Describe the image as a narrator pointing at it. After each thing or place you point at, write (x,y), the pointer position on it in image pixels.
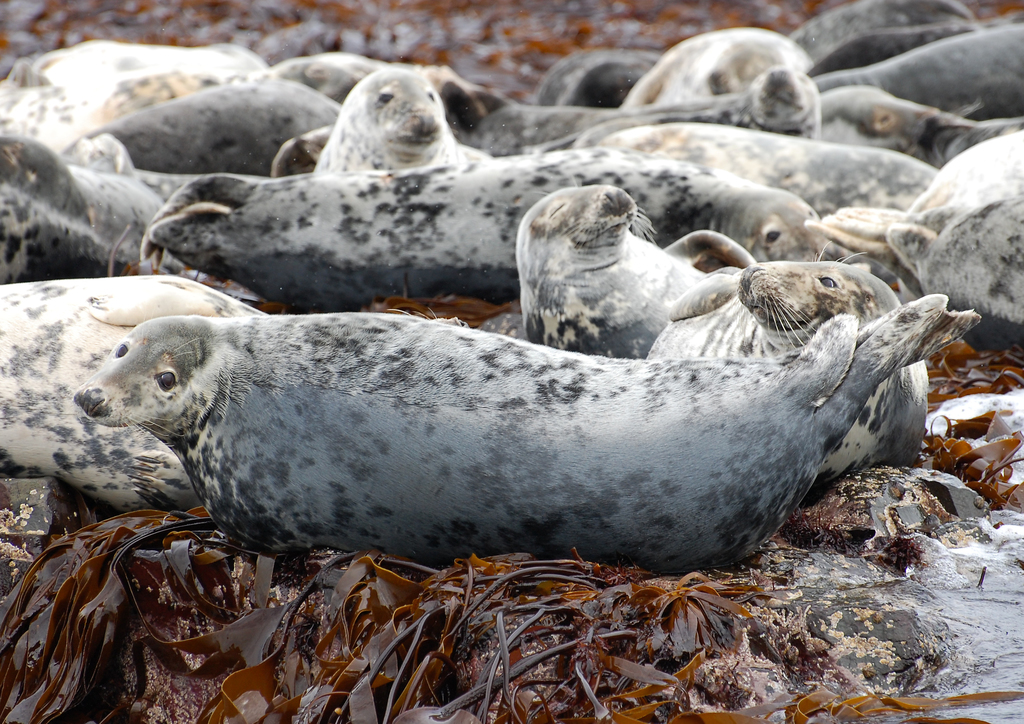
In this image there are many grey seals (292,239) on the rocks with leaves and stems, behind them there are more seals (275,210).
